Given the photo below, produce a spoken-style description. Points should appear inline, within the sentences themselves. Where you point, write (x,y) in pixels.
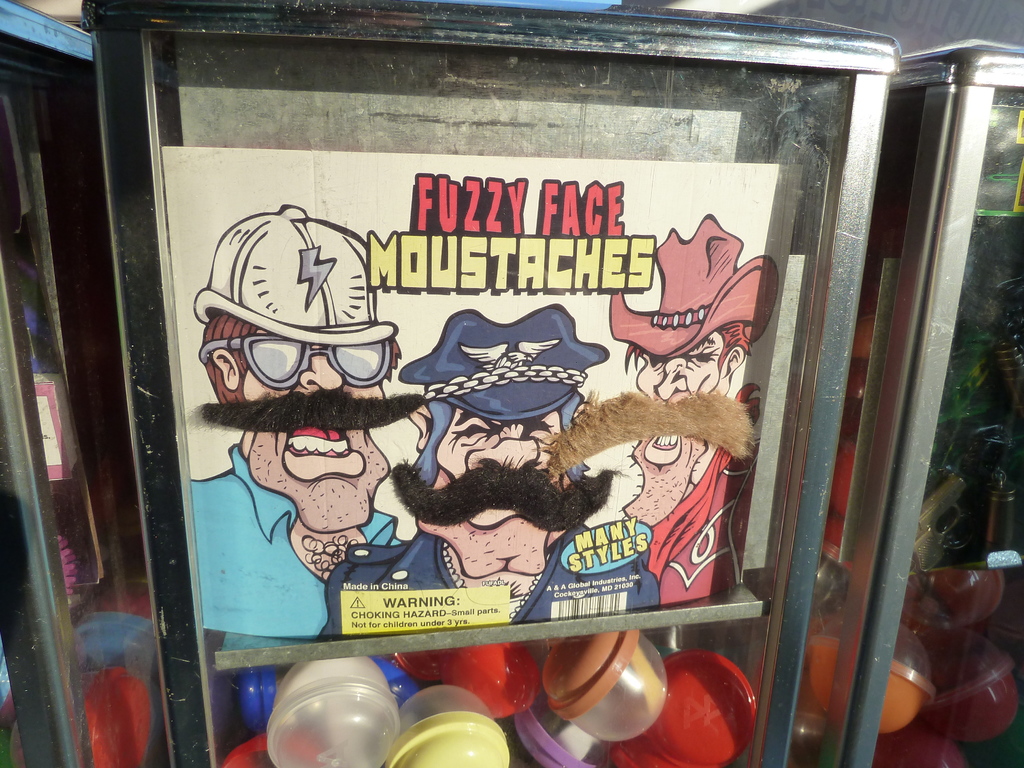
In this image there are containers (43,567) and we can see bowls (563,718) placed in the containers (691,39) and there is a board (401,308).
